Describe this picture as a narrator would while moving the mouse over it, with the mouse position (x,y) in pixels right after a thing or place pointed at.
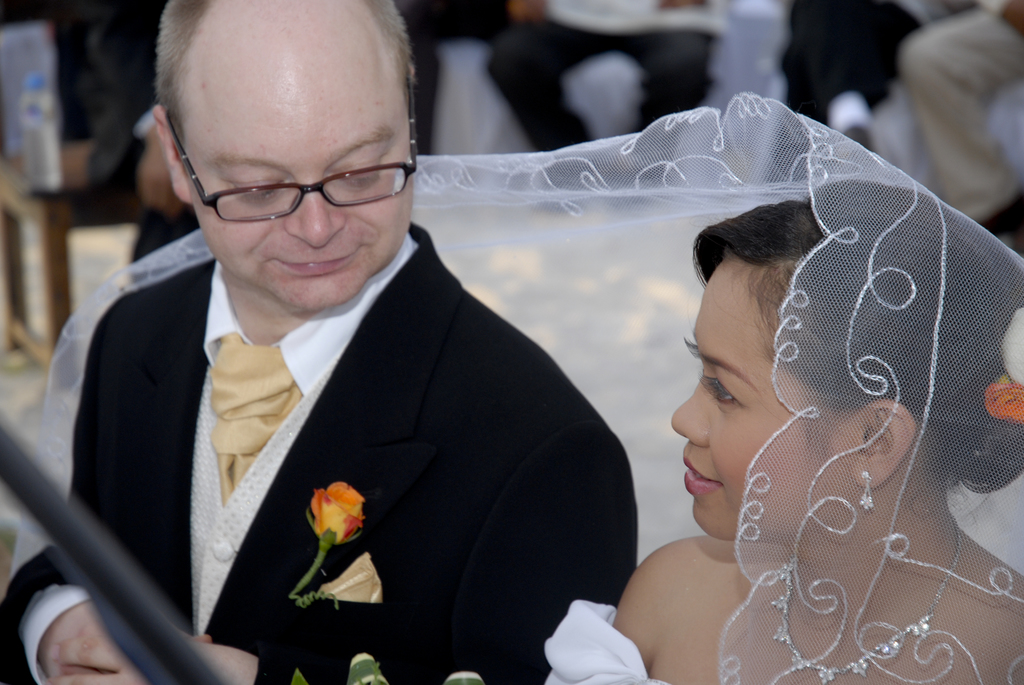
In the picture i can see one person (259,601) wearing black suit (402,458), beside we can see one woman (902,438) wearing white net cloth (776,478) on the head (791,478), behind we can see some people (989,100) are sitting on the chairs (592,88), side there is a table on which one bottle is placed.
